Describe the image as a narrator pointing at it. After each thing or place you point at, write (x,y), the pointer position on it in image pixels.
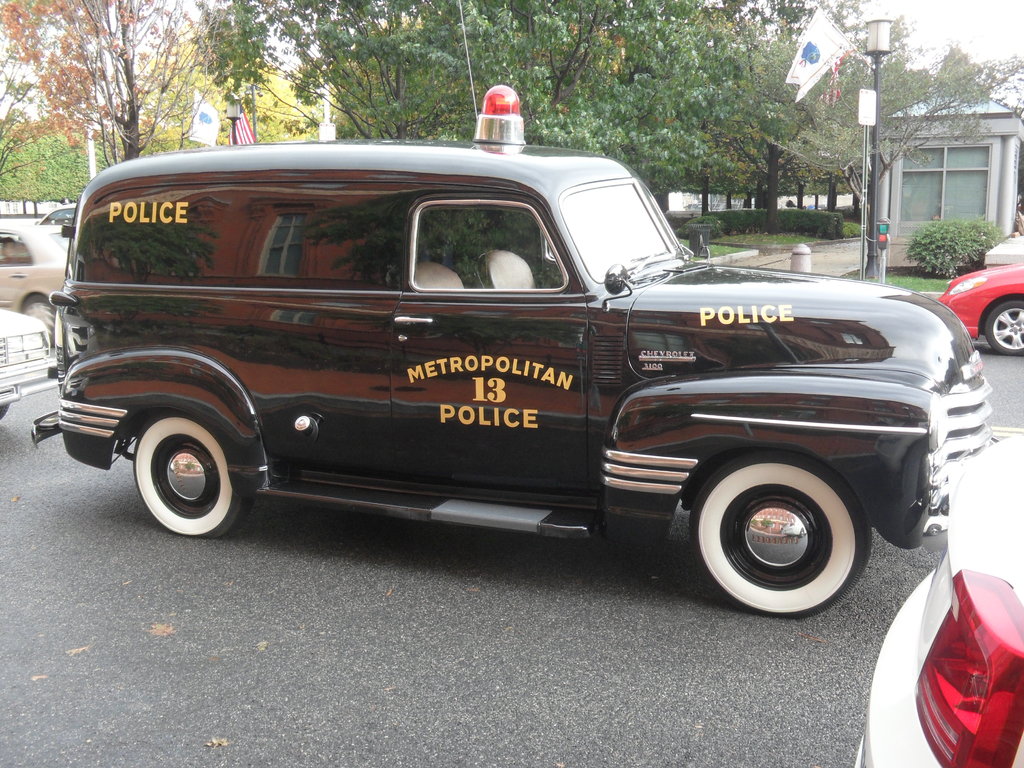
In the picture we can see a police vintage car (880,480) which is black in color with a siren (504,100) on top of it and in front of the car (692,504) we can see other cars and behind the car (455,181) also we can see two other cars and behind the car (447,233) we can see a path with poles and lamp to it and we can also see a flag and in the background (561,13) we can see a grass surface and on it we can see some plants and trees (42,73).
